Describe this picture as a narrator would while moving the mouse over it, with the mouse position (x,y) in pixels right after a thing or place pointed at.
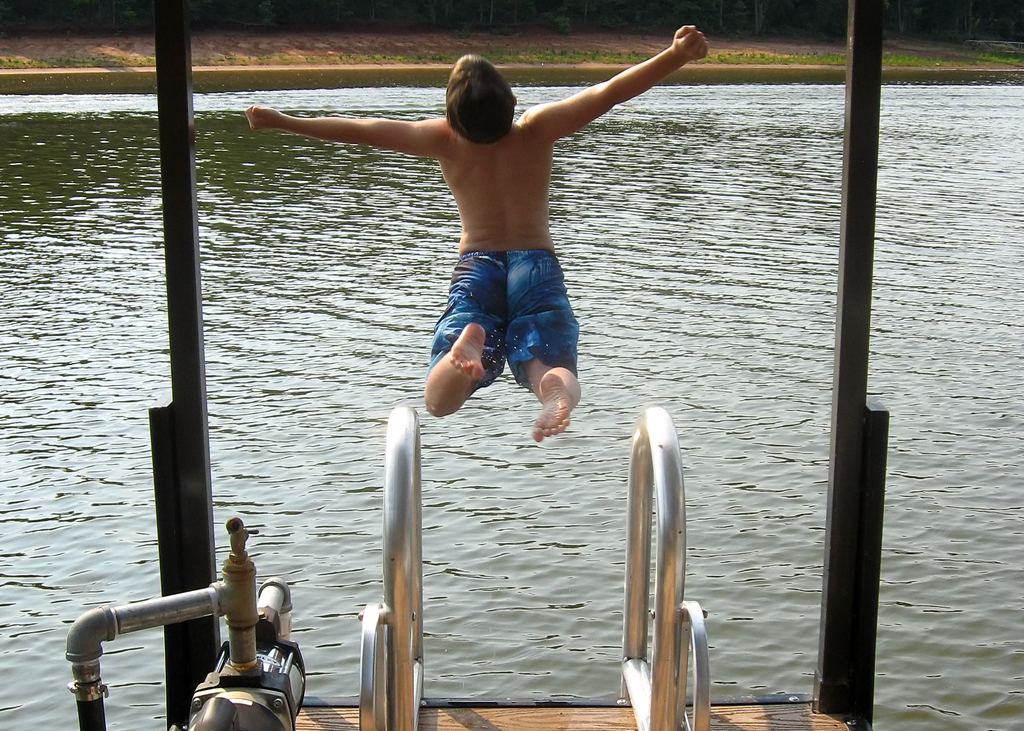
In this picture there is a boy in the center of the image (580,337), he is about to jump in the water (306,216) and there is water (951,230) in the center of the image (367,257).
